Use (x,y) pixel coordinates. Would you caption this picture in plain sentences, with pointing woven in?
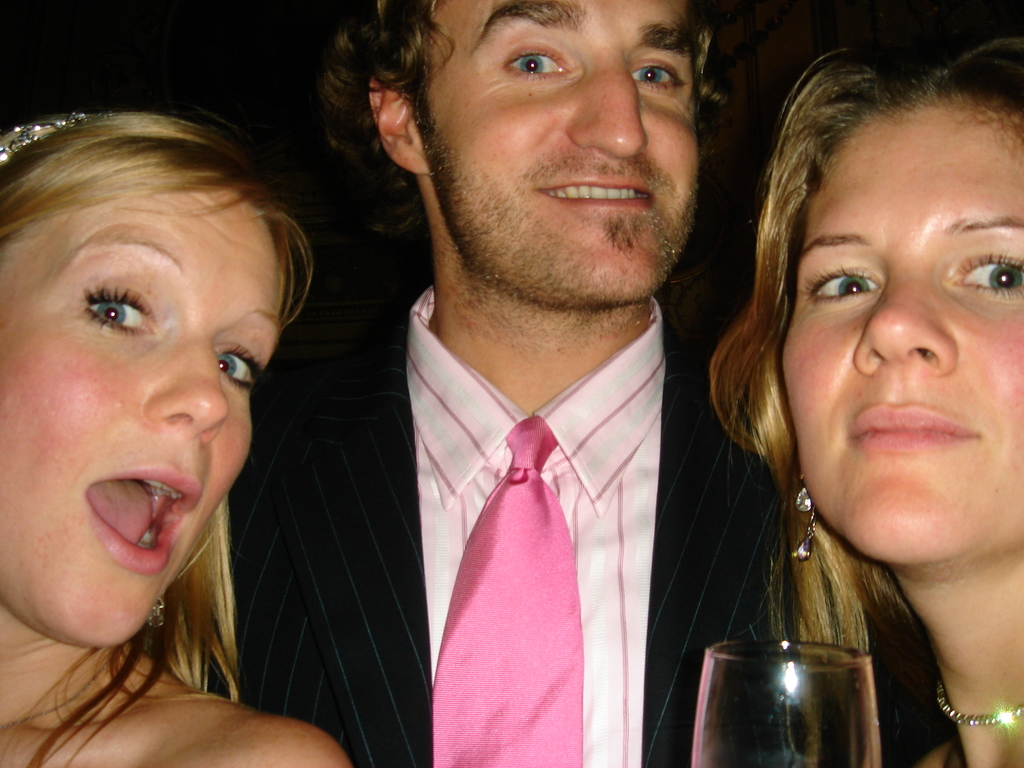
There is a lady (83,394) on the left side (124,453) and a man (479,406) wearing a black suit (313,504) and pink tie (515,617) is smiling in the middle (531,444). And a lady (938,529) on the right side (899,534) wearing a earrings (811,527) and chain (950,714). And there is a glass (771,688) in front of her.
